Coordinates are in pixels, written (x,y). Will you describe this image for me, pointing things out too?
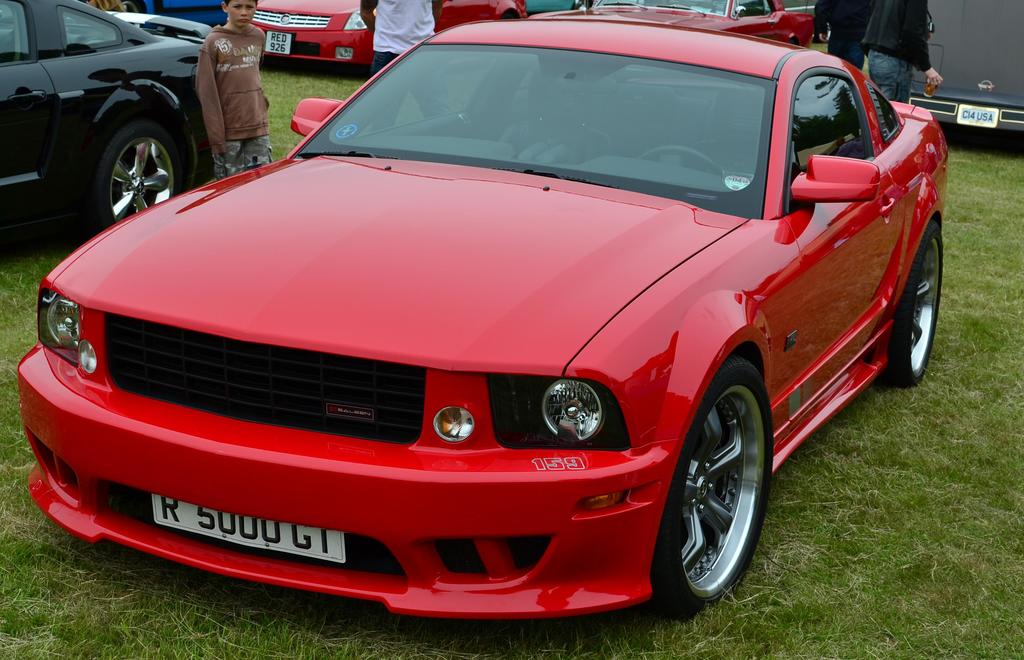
In this image I can see few vehicles (538,358). In front (608,340) the vehicle (533,342) is in red color. In the background (279,85) I can see few people (257,105) standing and the grass (301,93) is in green color.
